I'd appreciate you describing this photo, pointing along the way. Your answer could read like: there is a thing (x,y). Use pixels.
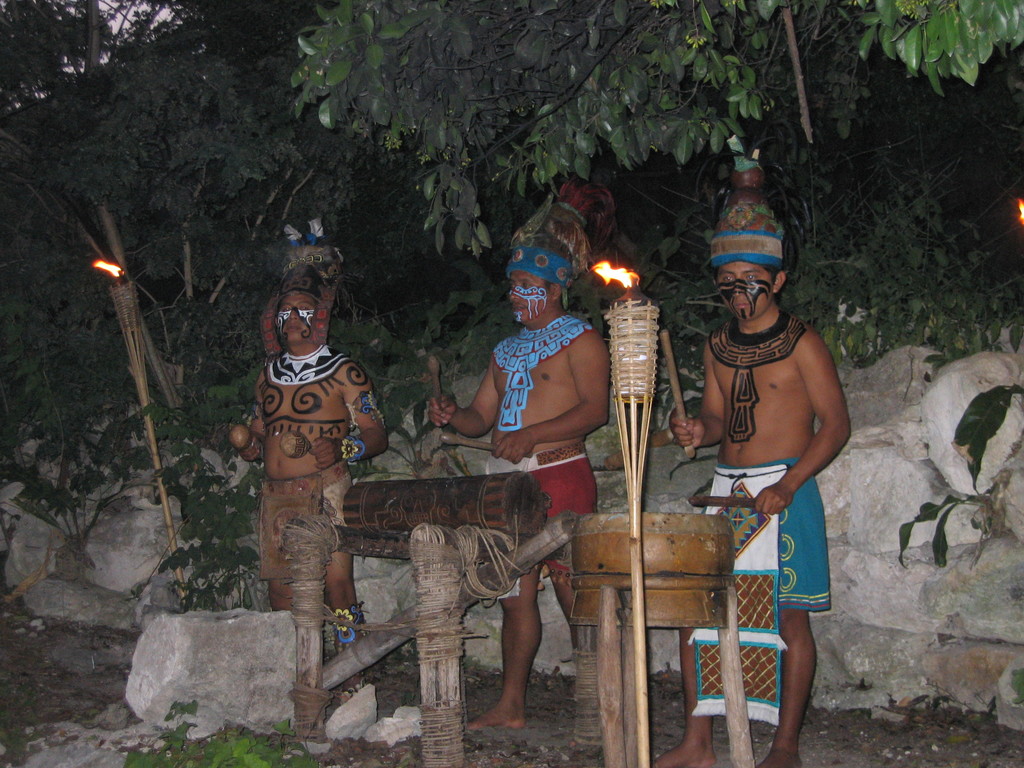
This image consists of three persons (780,437). There is fire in the middle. They are playing drums (595,619). There are trees (501,216) at the top (330,208).
